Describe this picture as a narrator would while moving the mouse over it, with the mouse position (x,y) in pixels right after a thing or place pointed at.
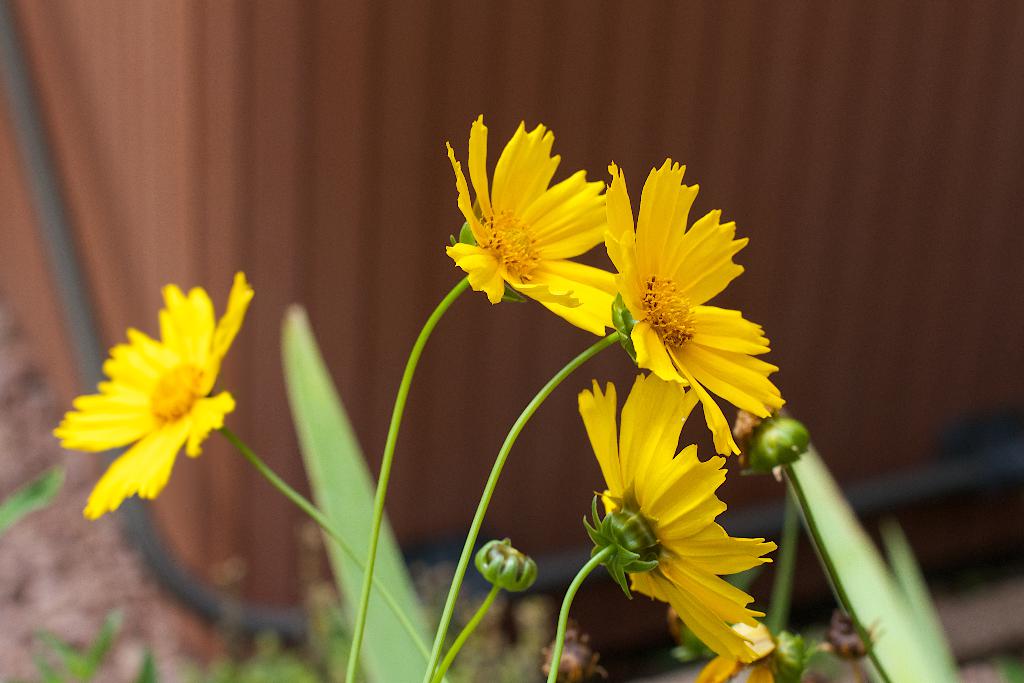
In this image there are a few flowers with stems (408,394).
